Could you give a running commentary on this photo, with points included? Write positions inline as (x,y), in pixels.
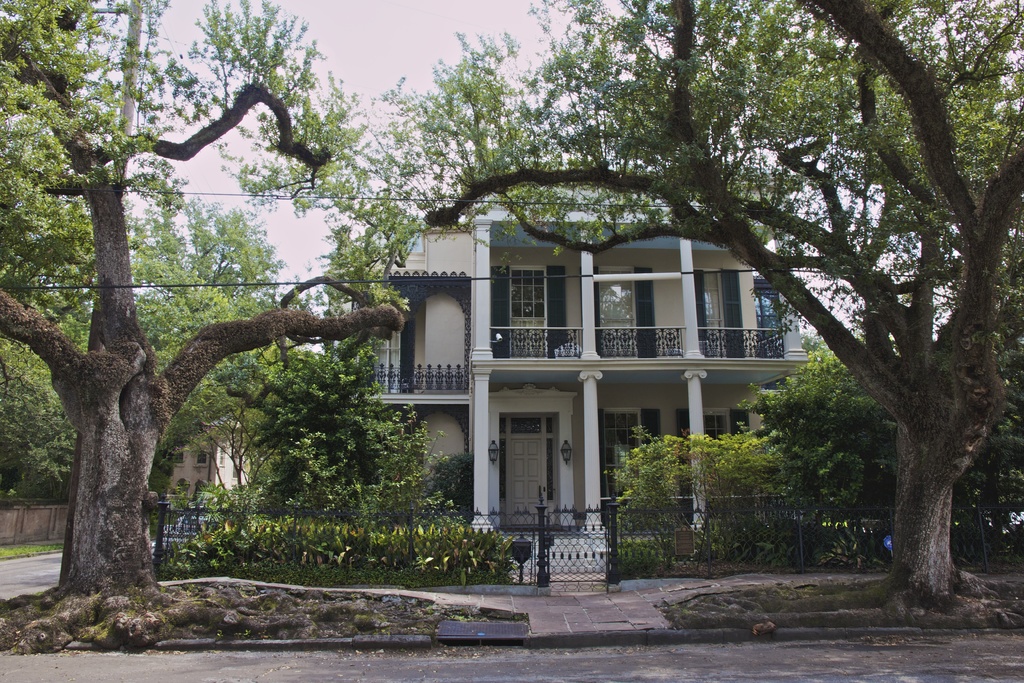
In this picture I can see there is a road (269,670), there are trees (900,432) and plants (361,507). There is a building (559,496) here and the sky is clear.
